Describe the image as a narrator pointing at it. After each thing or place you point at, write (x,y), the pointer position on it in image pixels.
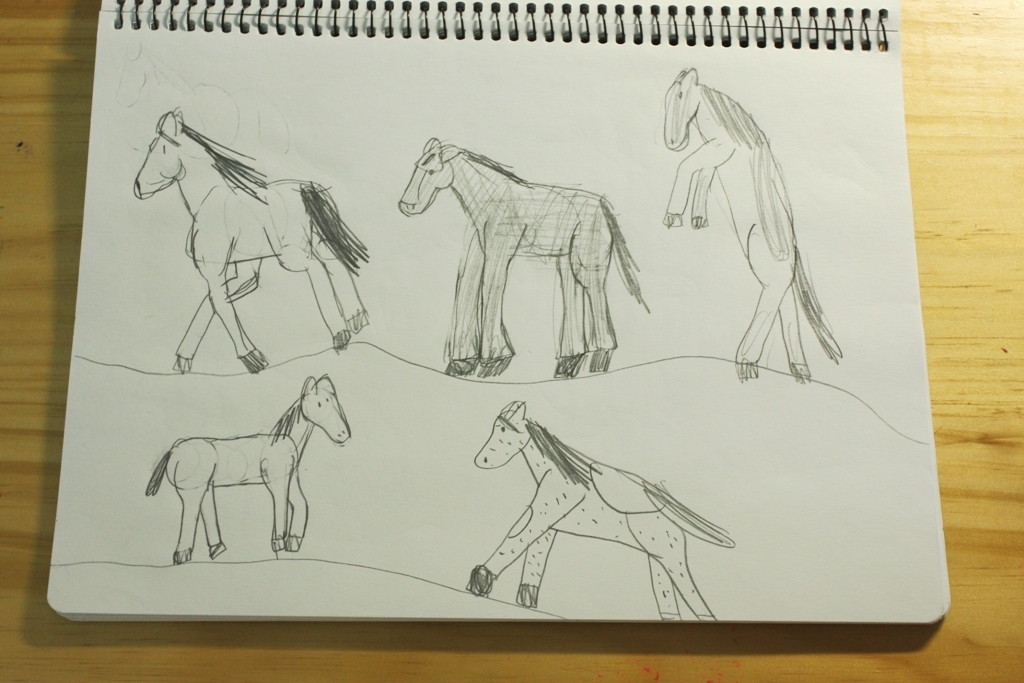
In this image, we can see a table (1001,63), on the table (1017,572), we can see a book (422,217), in the book (805,232), we can see a painting (207,472) of an animal (216,455).
